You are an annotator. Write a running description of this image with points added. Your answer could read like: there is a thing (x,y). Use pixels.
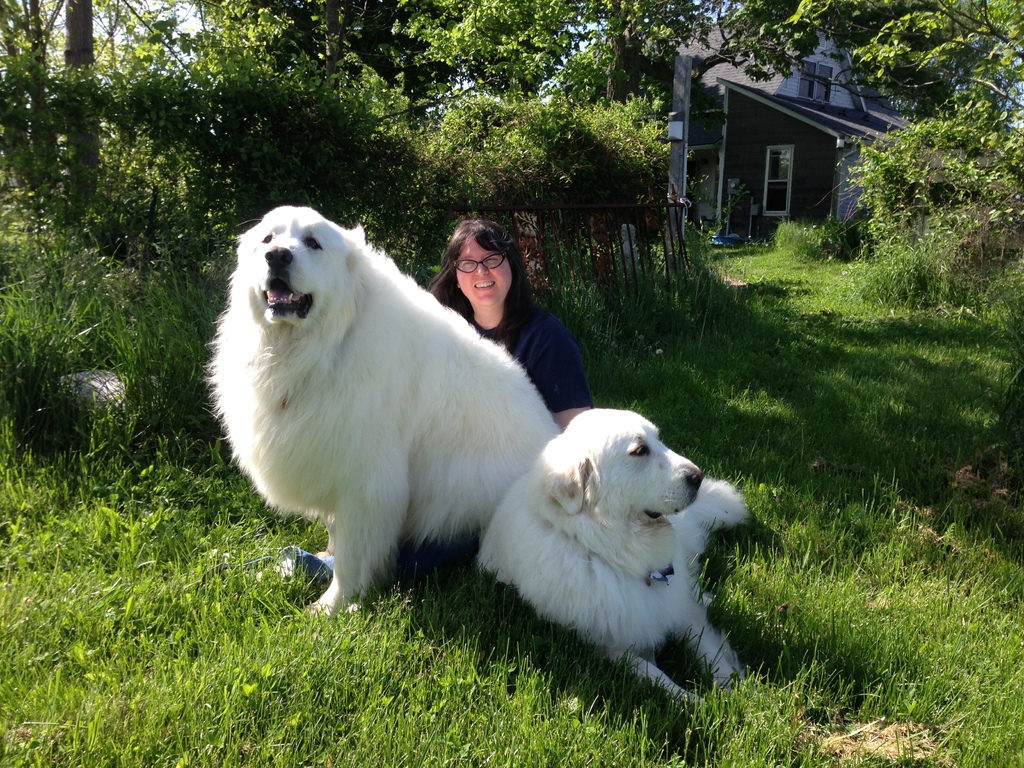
In this image, we can see some plants (218,146) and trees (920,53). There are dogs (413,450) in front of the person (481,323). There is a house (830,94) in the top right of the image (838,99).
